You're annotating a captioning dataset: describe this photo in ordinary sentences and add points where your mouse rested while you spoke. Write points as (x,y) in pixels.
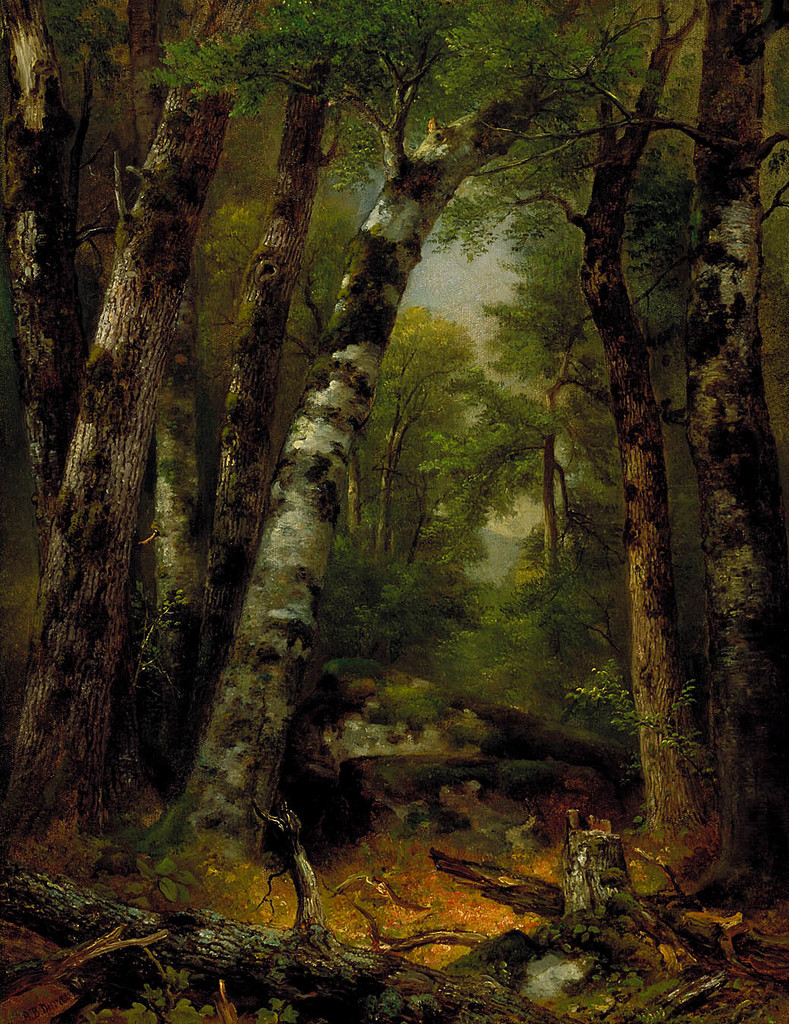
This image is graphical image where there are trees (409,337) and there are tree branches (254,962) on the ground (465,904).
